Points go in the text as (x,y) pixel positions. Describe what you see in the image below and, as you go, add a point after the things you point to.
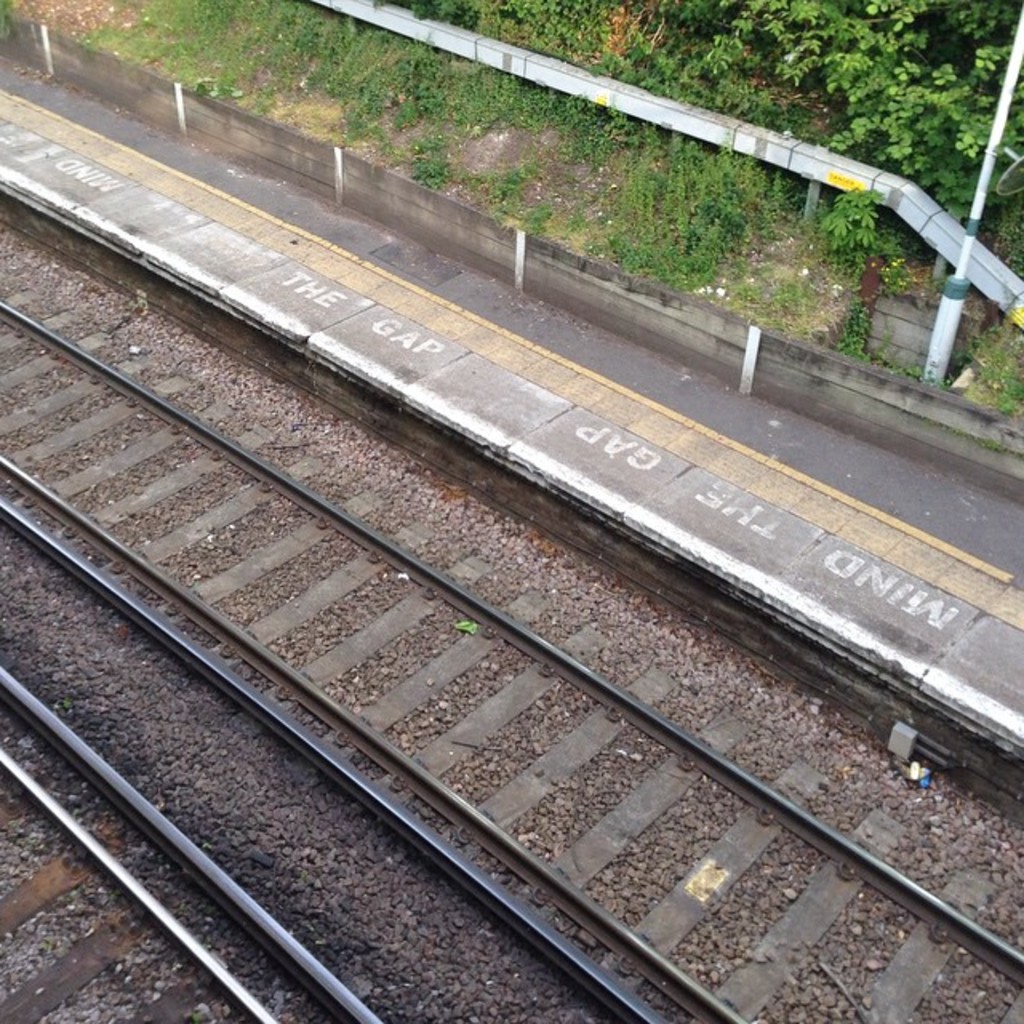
In this image, we can see some tracks (285,711) and stones (289,826). We can also see the ground (350,368). We can see some grass (684,192) and plants (747,223). There is a pole (1016,43).
